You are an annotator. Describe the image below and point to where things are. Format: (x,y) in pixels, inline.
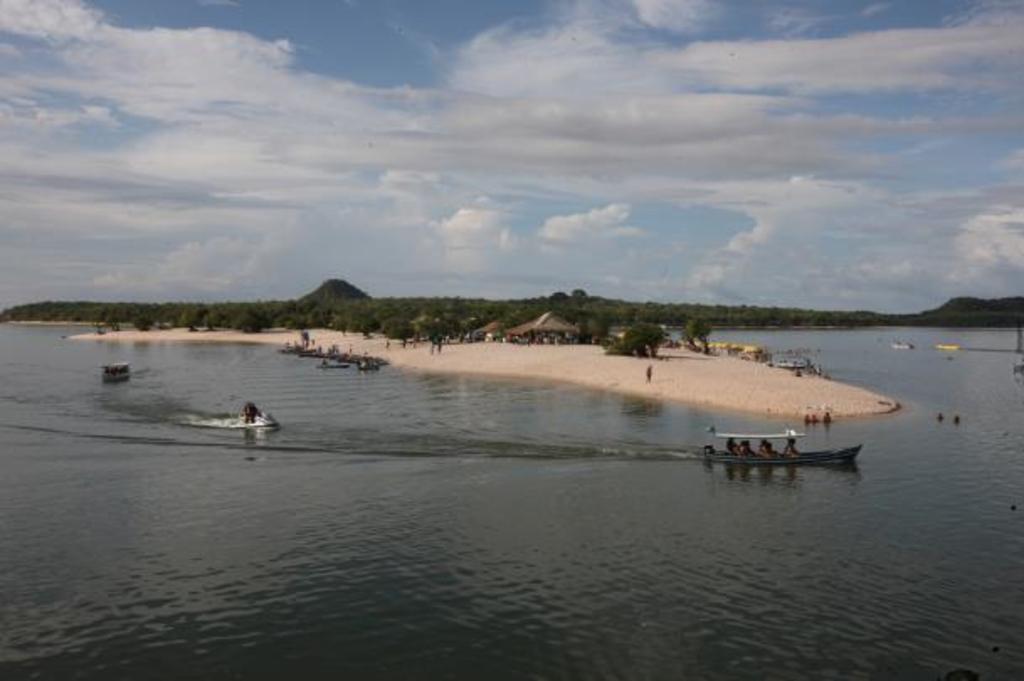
This picture is taken beside the water (675,507). On the river (234,526), there are boats (805,457). In the center (532,339), there is a land (660,378) with people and trees (279,317). In the background (309,216), there are hills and sky (407,201).
